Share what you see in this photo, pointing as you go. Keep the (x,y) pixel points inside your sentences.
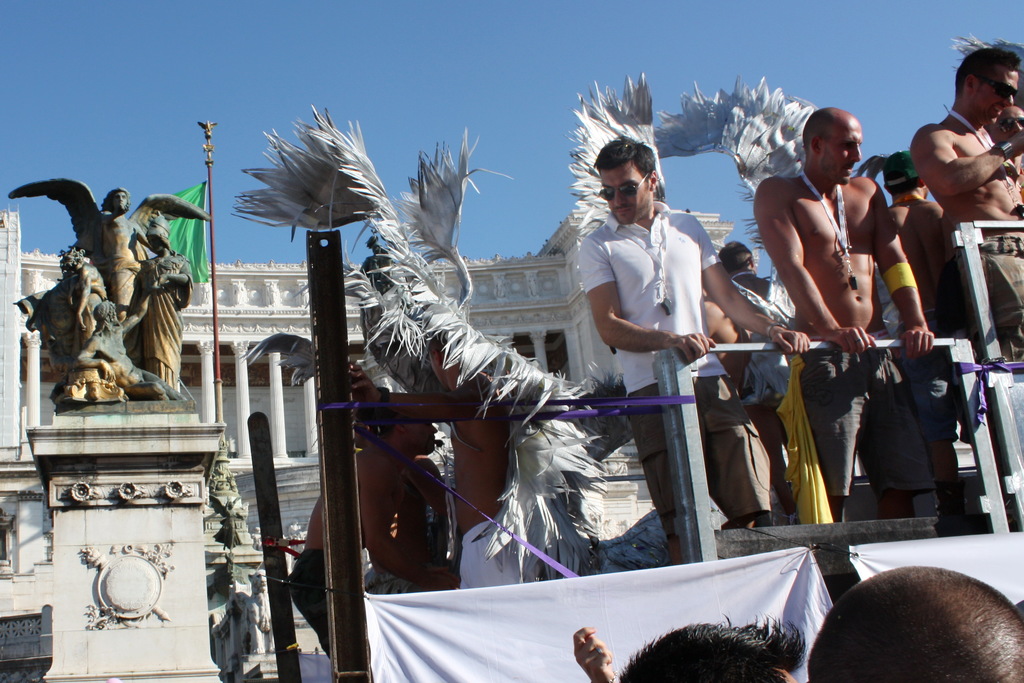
In the background of the image (21,296) there is a building (26,330). There is a statue (175,382). In the foreground of the image (459,527) there are people (678,275) standing. At the top of the image (500,70) there is sky (500,70). At the bottom of the image (974,592) there are persons head (737,657).
